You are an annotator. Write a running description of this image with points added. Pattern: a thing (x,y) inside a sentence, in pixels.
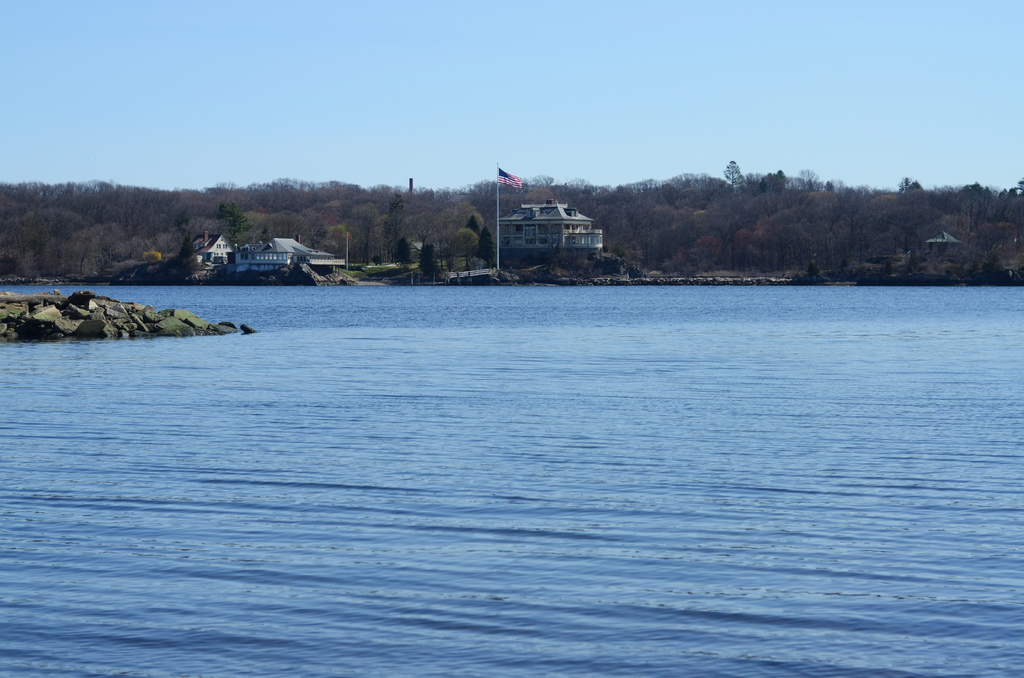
In this picture we can see water (458,422) and few rocks (109,311), in the background (256,230) we can find few trees (743,235), buildings (517,216) and a flag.
